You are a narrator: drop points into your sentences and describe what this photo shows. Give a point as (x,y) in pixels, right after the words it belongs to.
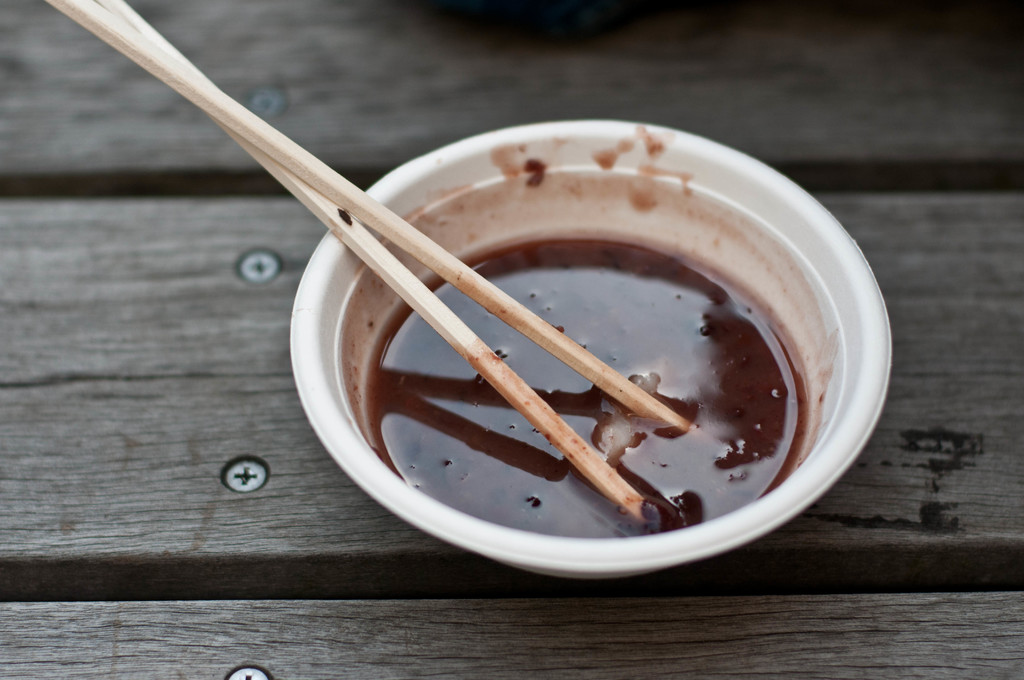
a bowl (482,527) is placed on a wooden table (200,482) in which there are chopsticks (434,259). in the bowl (504,421) there is a liquid (702,414).
